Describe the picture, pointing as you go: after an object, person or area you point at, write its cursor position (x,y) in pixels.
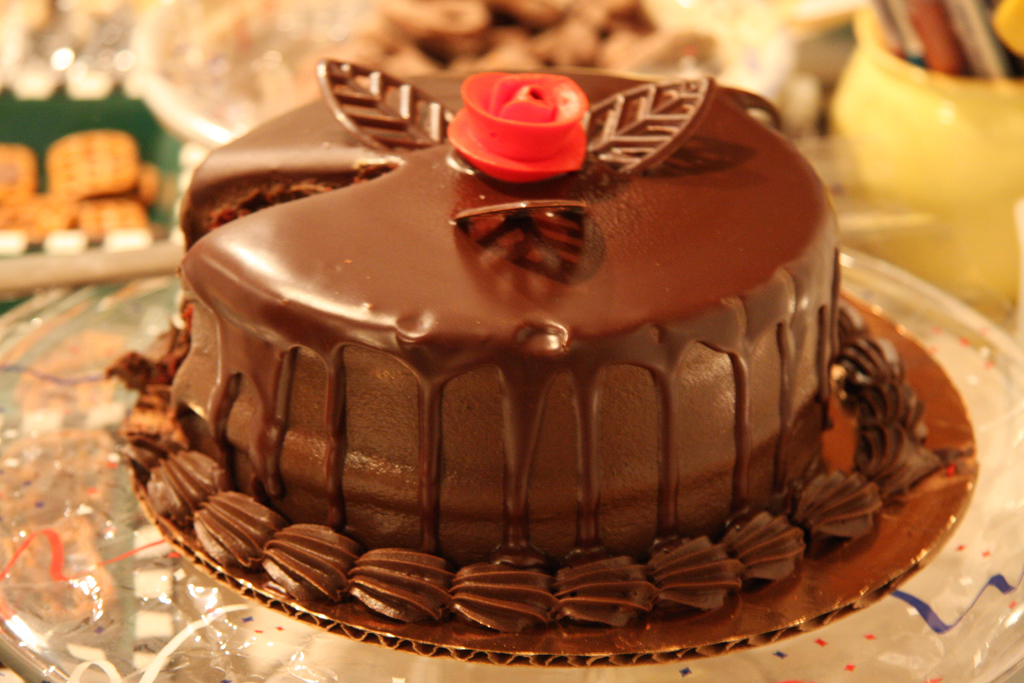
In the picture we can see a cake (410,428) which is brown in color with cream (881,418) it is placed on the glass surface (1011,430) and on it we can see a red color flower cream (524,144) and behind it we can see some cakes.
